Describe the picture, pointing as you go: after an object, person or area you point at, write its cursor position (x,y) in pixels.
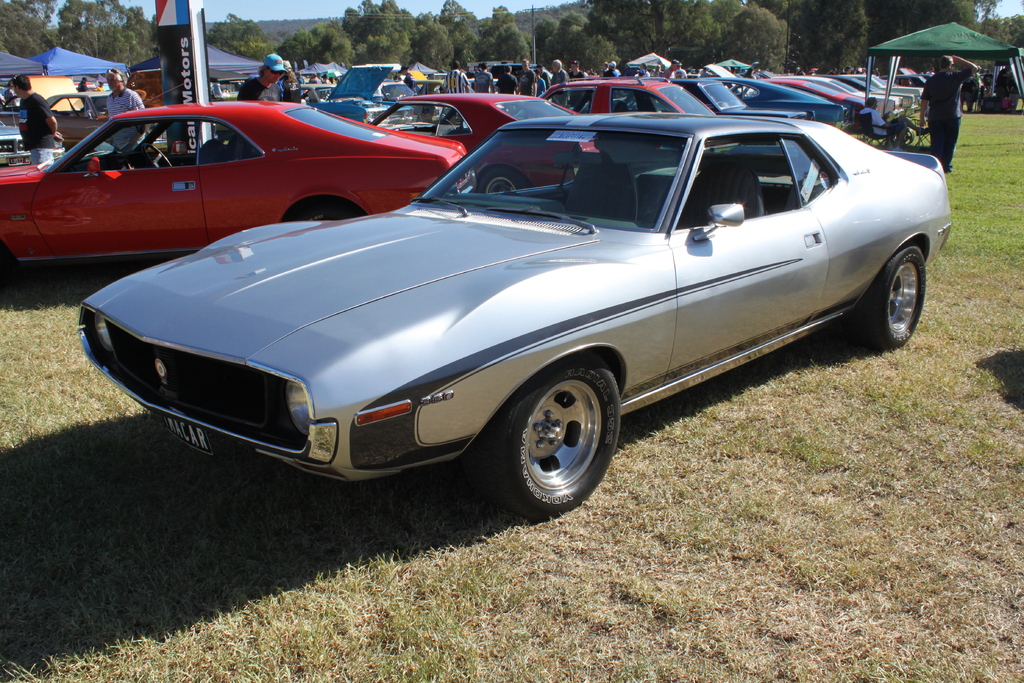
In this image I can see fleets of cars (711,245), tents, boards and a crowd (936,98) on the ground (902,356). In the background (262,21) I can see trees (308,33), mountains (285,21) and the sky (230,2). This image is taken may be in a park (488,536) during a day.
